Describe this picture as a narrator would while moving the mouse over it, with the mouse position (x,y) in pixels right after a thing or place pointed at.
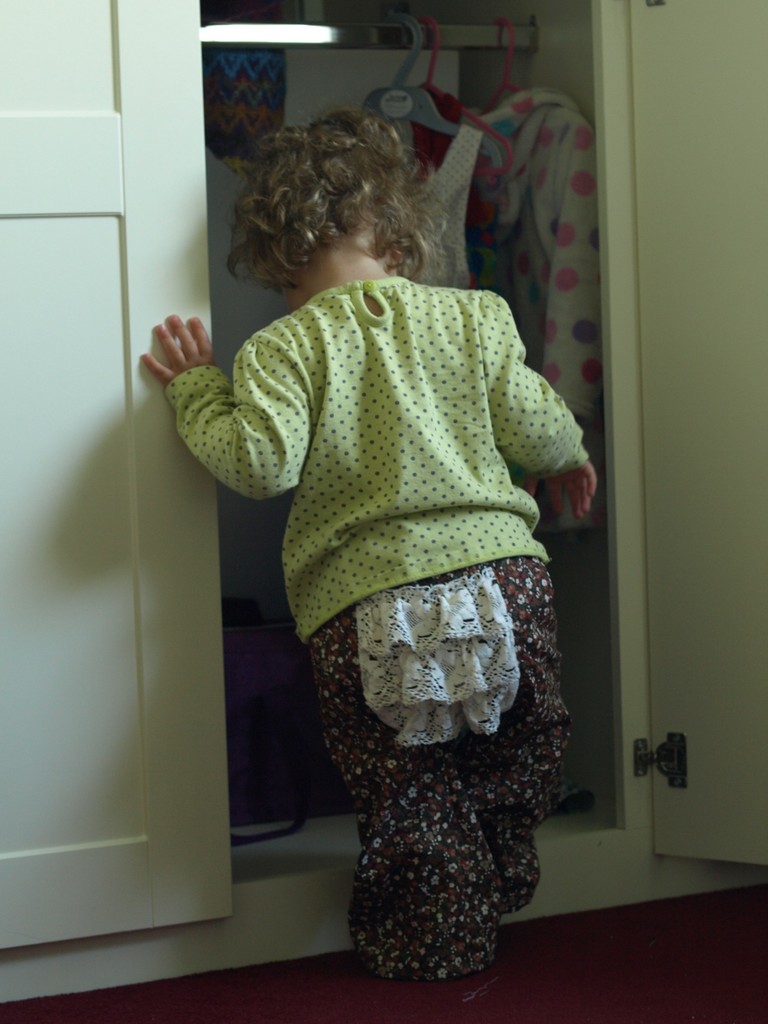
In this image a baby (412,538) is walking and touching the door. There are some clothes (494,192) which are hanged to a hanger (498,167).
